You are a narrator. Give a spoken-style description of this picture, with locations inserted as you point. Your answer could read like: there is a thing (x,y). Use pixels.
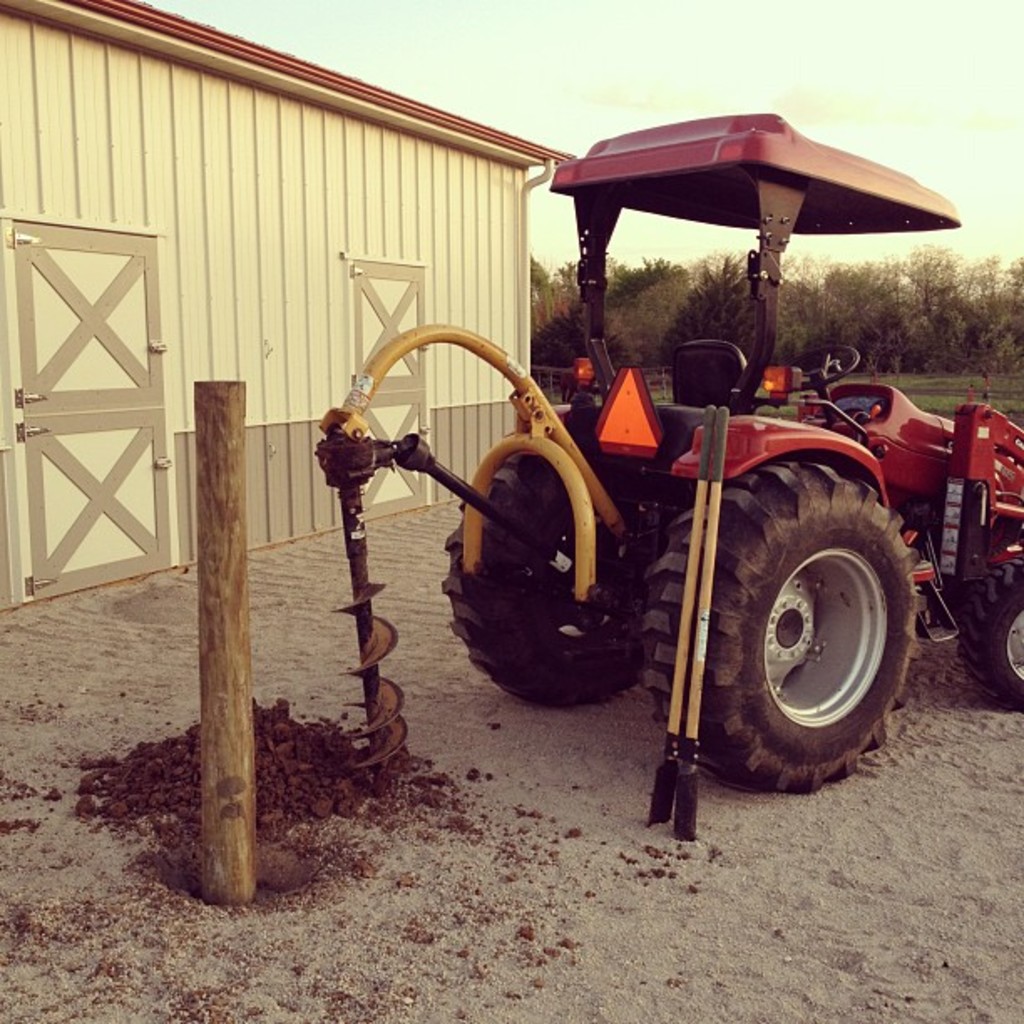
In the image we can see a vehicle (765,553), pole (214,525) and the sand (897,903). Here we can see the storage room (195,258), trees (884,303) and the sky (815,88).
